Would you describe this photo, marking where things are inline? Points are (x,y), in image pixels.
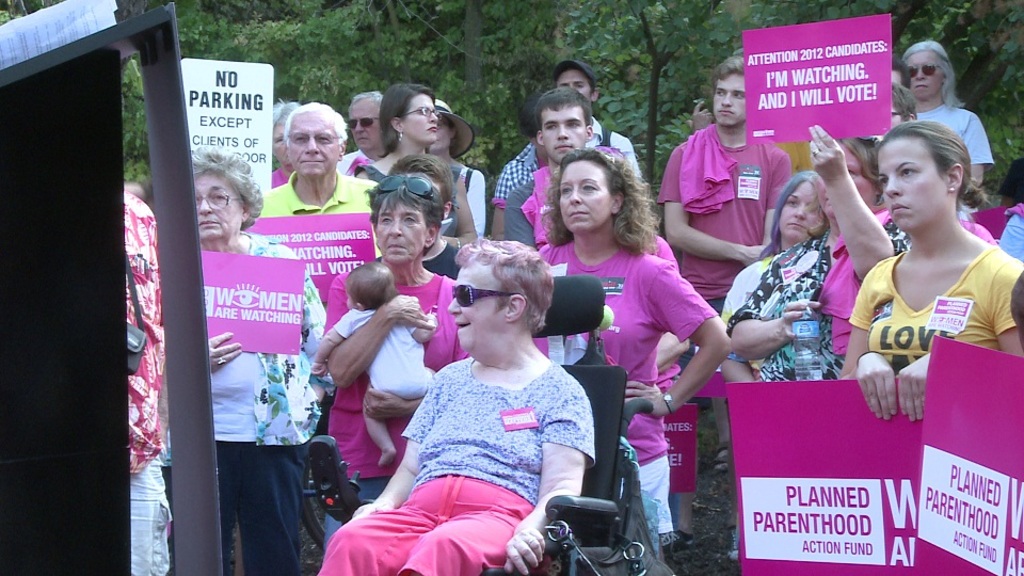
In this picture we can see a woman (539,434) sitting on a chair (495,569). There are a few people (226,354) holding posters (234,309) in their hands (229,336) and standing. We can see a woman (428,371) carrying a baby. There are a few trees (610,25) visible in the background (703,42).
